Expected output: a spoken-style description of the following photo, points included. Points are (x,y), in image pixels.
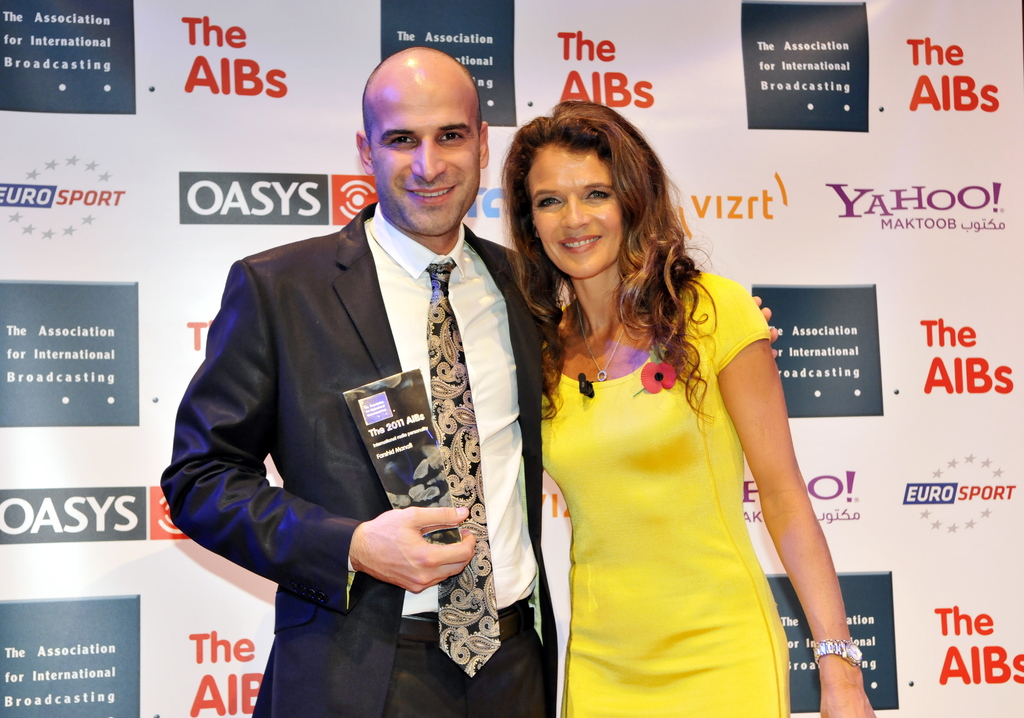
In the foreground of this image (651,409), there are two persons (587,495). One woman (660,493) in yellow colored dress (684,641) and man (476,576) in blue suit (497,679). They both are having smile on their faces (466,193). In the background (84,337), there is a banner (116,227).
